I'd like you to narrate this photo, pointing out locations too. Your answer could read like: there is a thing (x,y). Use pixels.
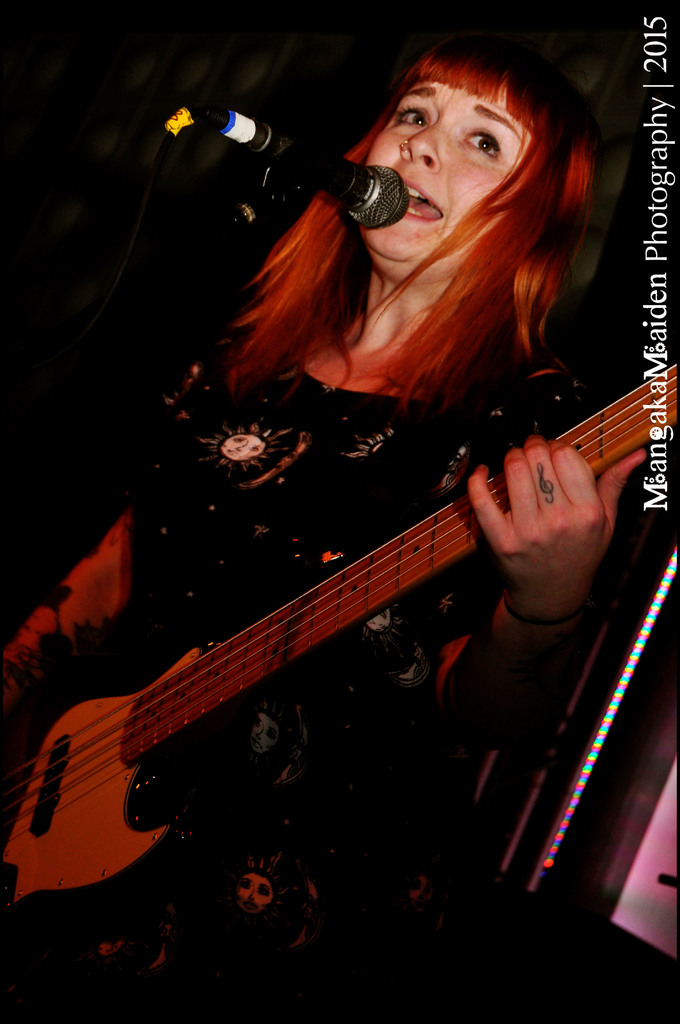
In the middle of the image (449,622) a woman (492,300) is standing and playing guitar (633,447) and singing on the microphone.
